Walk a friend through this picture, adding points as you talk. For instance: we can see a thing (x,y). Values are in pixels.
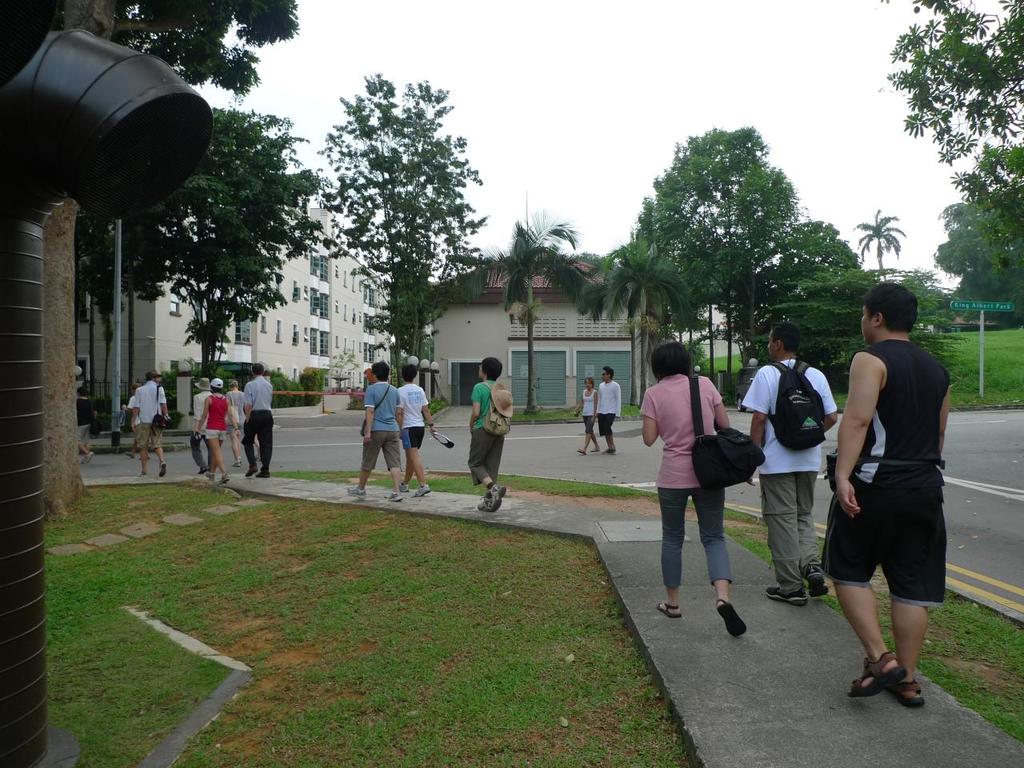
In this picture I can see group of people (408,407) walking, there are poles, board (1003,306), pipe (91,71), plants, grass (439,518), trees (710,259), houses (552,385), shutters (615,365), and in the background (687,95) there is sky (773,66).
